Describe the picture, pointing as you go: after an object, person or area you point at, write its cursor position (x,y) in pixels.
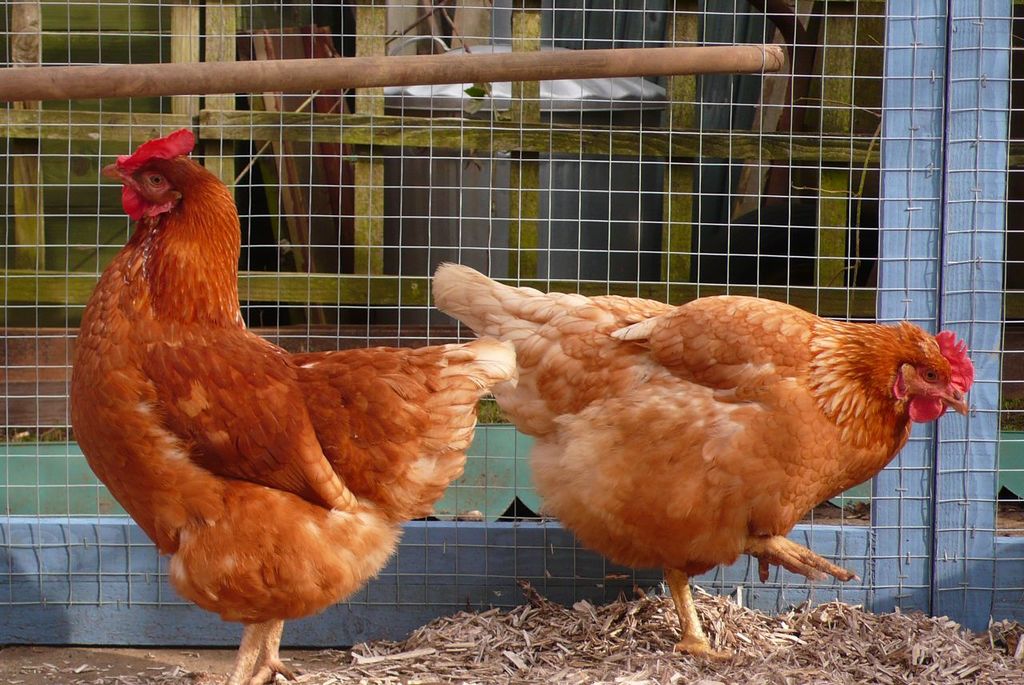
In this picture we can see a hen (204,508) standing on the ground (223,656). There is another hen (671,512) standing on a husk (634,680). We can see a wooden object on the left side (81,90). There is a cage (103,520). We can see a few objects (448,92) in the background (722,92).
